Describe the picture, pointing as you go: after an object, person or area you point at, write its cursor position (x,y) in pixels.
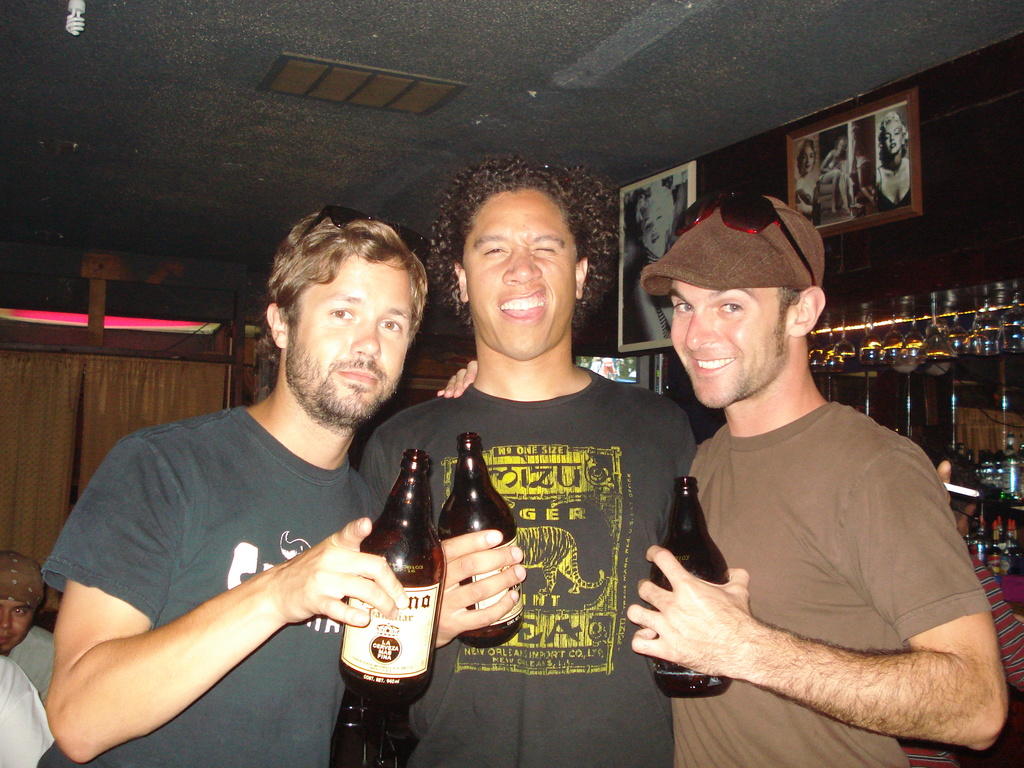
In this image we can see three persons (662,415) are standing and holding the bottles (694,564) in their hands (652,596). In the background (67,374) we can see glasses (871,314), photo frames (890,143) on wall (912,268) and curtains (103,385).
